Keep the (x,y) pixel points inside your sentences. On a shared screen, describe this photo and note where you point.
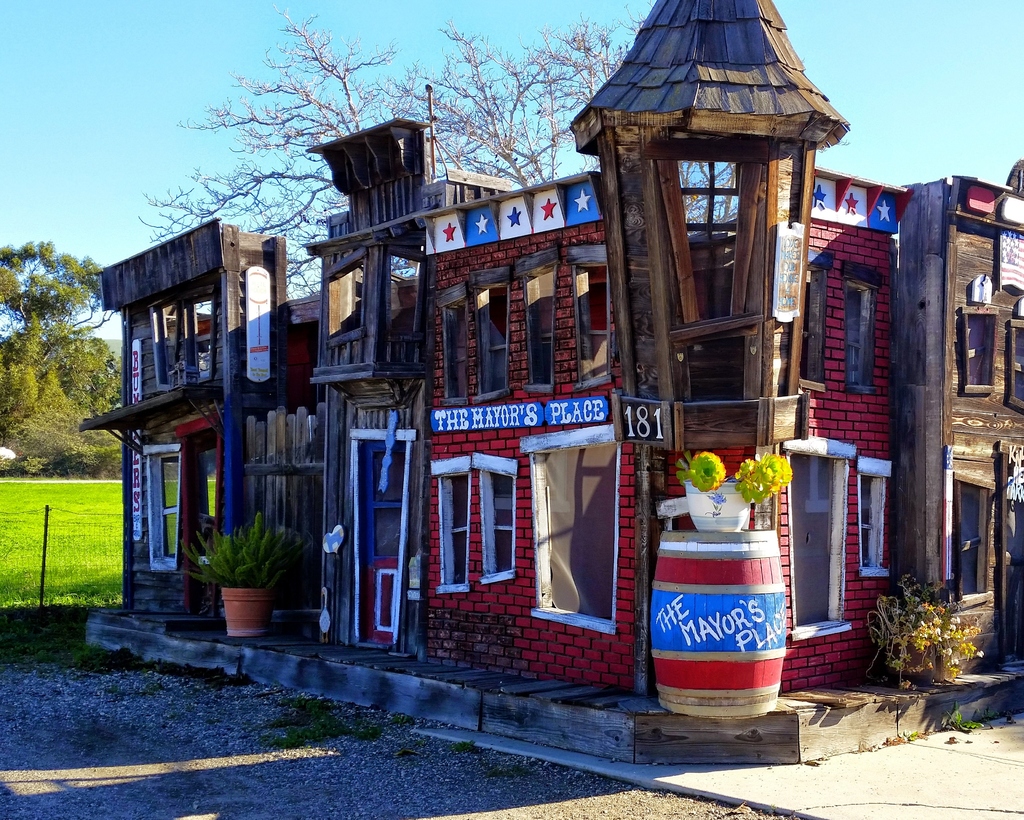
In this image I can see few buildings (770,517), glass windows (861,511), few plants (778,490) and trees (34,249) in green color and the sky (150,111) is in blue color.
